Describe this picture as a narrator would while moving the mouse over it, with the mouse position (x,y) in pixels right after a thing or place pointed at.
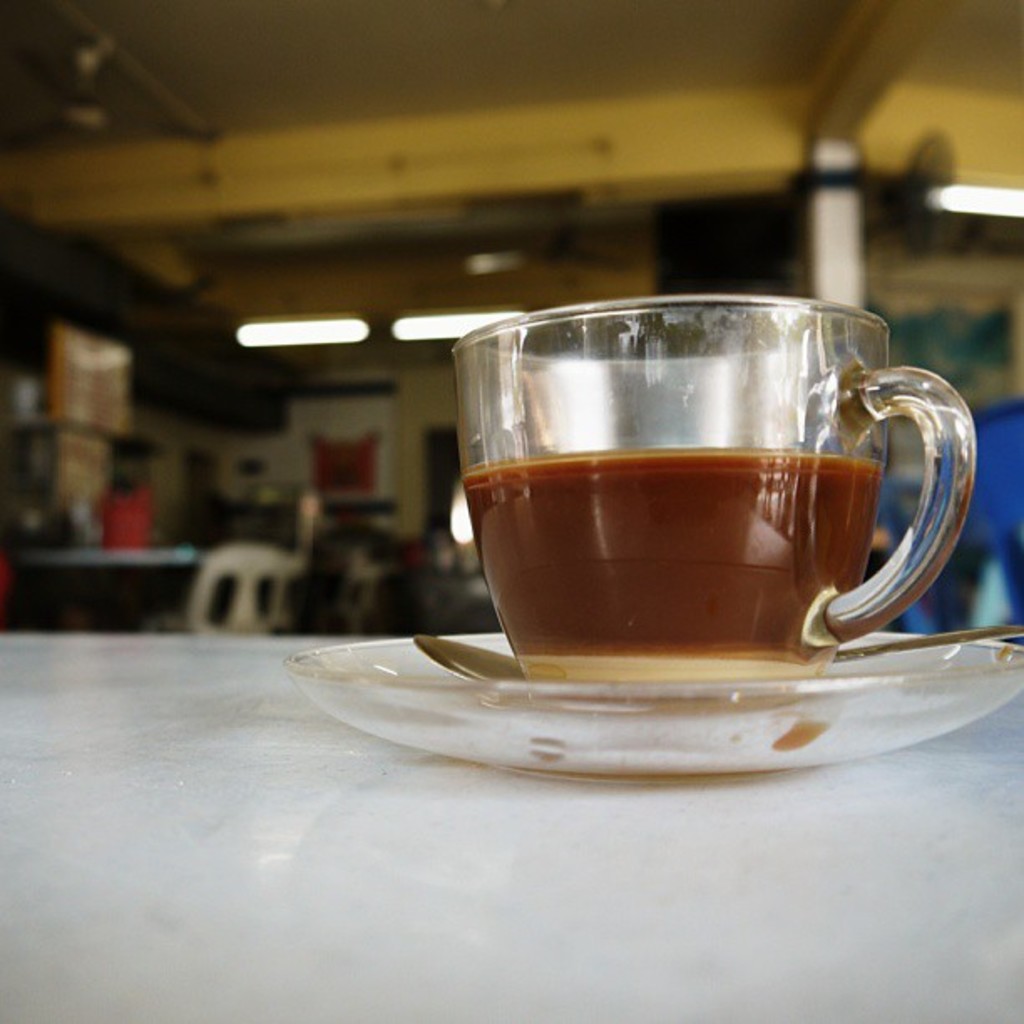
As we can see in the image, there is a cup (567,590), saucer (500,711), and spoon (490,672) on table (268,916). The background (275,91) is blurry.
